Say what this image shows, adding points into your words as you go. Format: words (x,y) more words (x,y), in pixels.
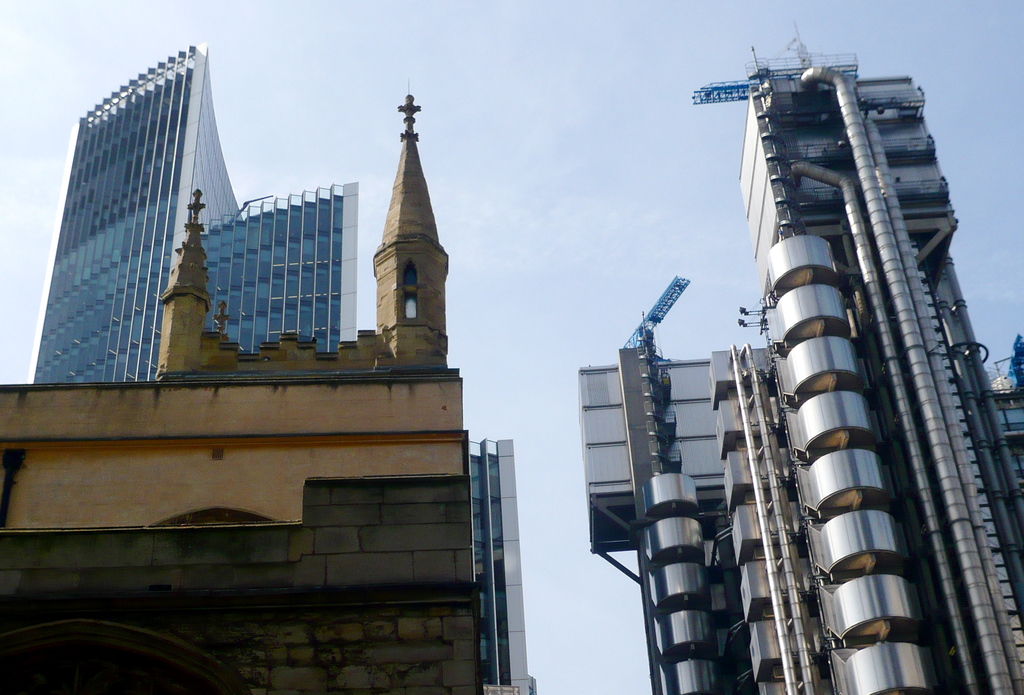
In the image there is an architecture (330,401) in the foreground (375,380), beside that there is some organisation (807,508) and in the background (254,207) there are huge buildings (153,244).
